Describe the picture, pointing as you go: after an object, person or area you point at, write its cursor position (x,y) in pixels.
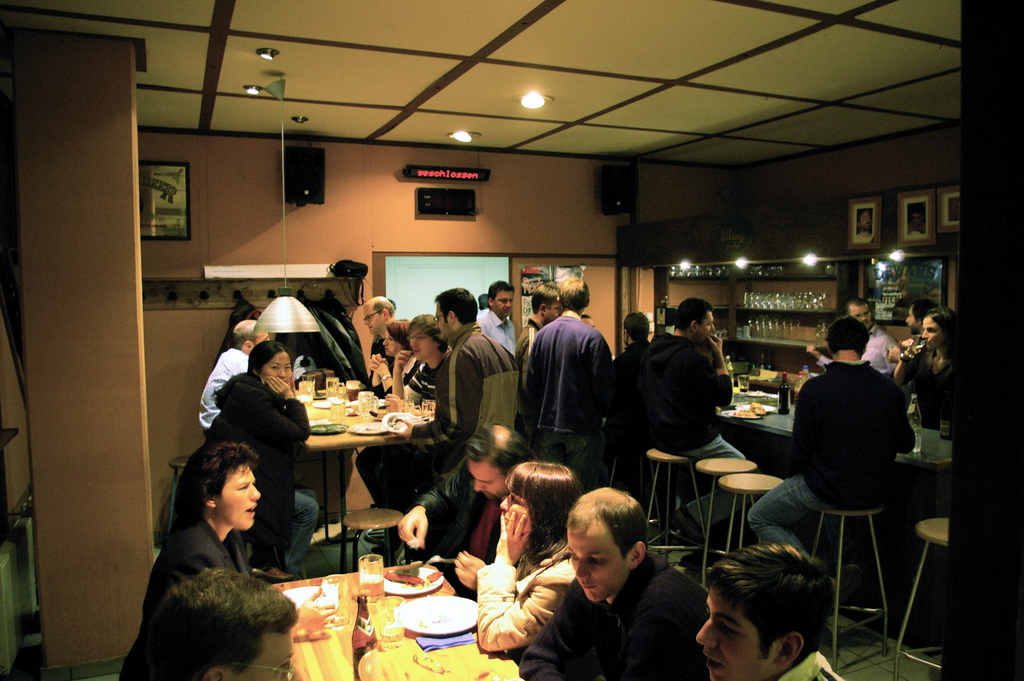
This image is clicked inside a room (450,467). There are many people (404,365) sitting on the stools (706,468) at the tables (341,653). On the tables (328,639) there are plates (422,607), glasses (379,615), bottles (362,620) and food (399,575). To the right (782,298) there are glasses (823,303) in the rack (796,274). There are picture frames (935,203) hanging on the wall (893,212). In the center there are speakers (299,168) on the wall (486,203). At the top (541,99) there are lights (525,104) to the ceiling (504,85).
